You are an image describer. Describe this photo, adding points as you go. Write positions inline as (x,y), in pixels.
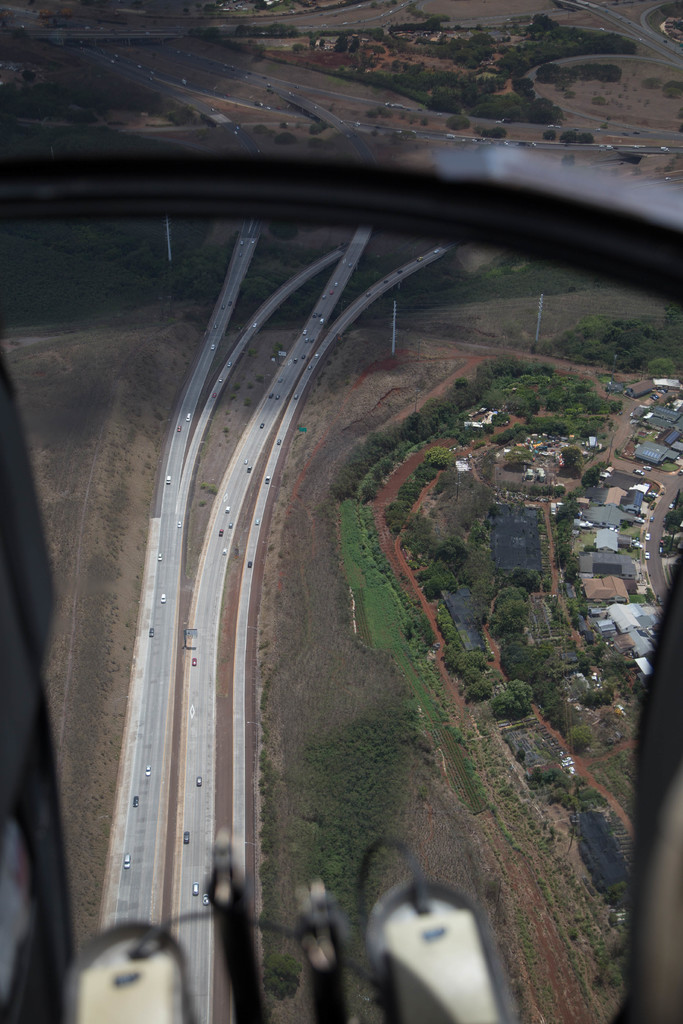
This image is taken from inside the airplane (663,954). In this image we can see there is a glass (466,152) of an airplane (17,683) through which we can see there are so many vehicles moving on the roads (203,614), trees (416,470), poles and buildings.
